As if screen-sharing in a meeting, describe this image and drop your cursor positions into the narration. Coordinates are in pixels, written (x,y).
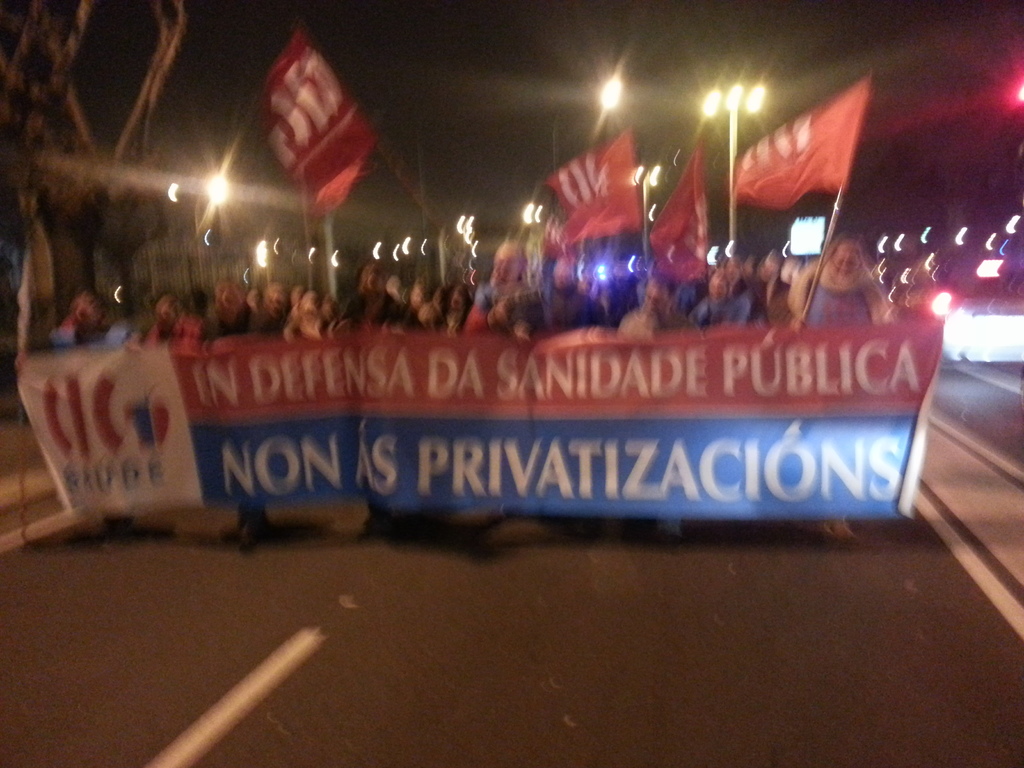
In this picture there are group of people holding the flags (782,189) and banner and walking on the road (600,662). At the back (731,164) there are light poles (729,147). On the left side of the image (148,154) there is a tree (7,57) and building (158,284). At the top (395,69) there is sky (411,67). At the bottom (504,599) there is a road (552,712).
